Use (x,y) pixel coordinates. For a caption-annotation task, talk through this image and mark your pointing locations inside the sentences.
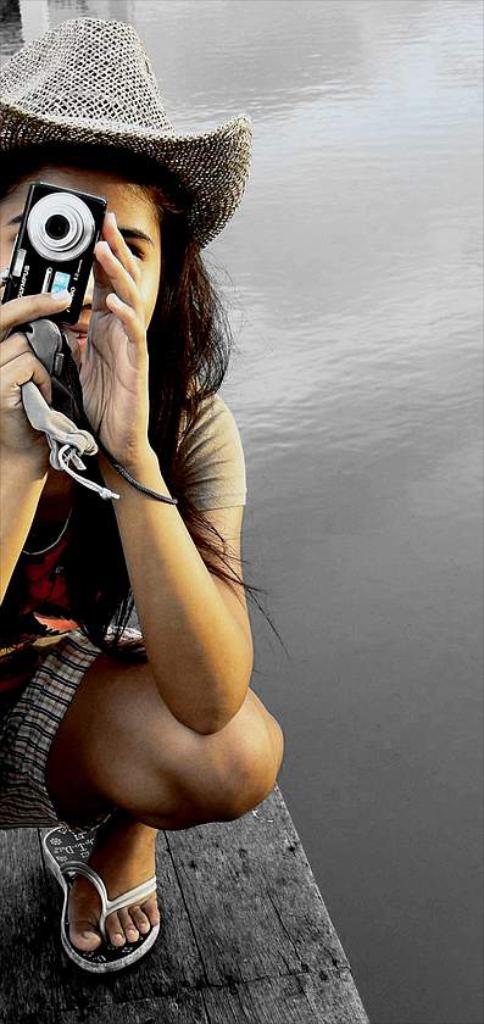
In this picture we can see a woman (143,678) she is holding a camera (27,263) in her hands (38,455) and we can find some water (406,339).
